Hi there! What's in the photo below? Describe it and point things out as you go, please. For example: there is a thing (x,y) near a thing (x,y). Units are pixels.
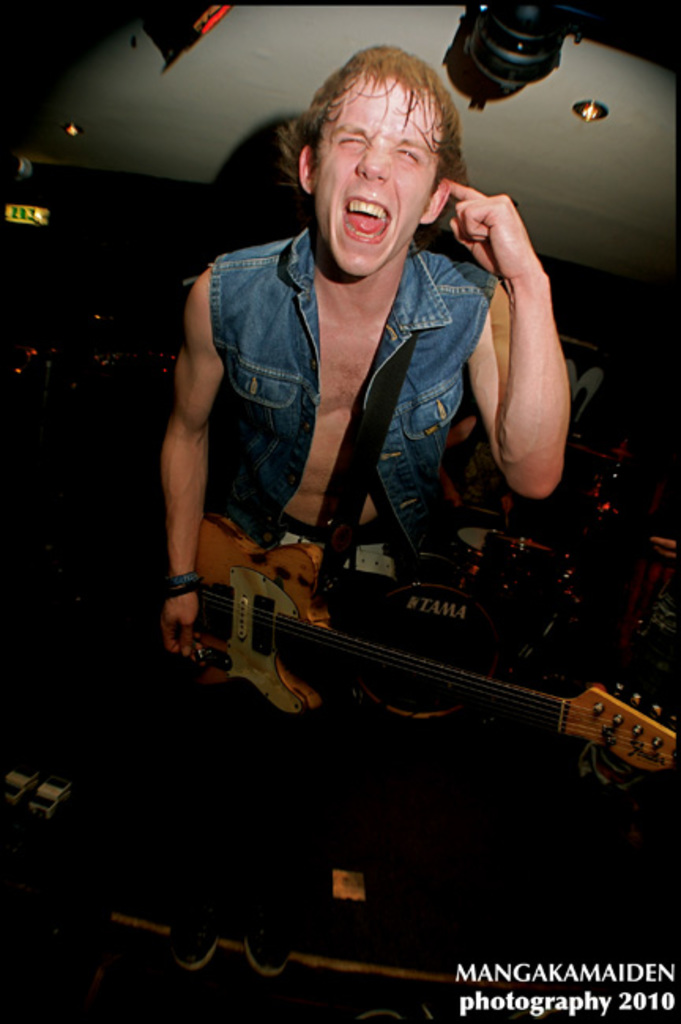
In this picture a man (377,157) is holding a guitar (354,642) and singing.
